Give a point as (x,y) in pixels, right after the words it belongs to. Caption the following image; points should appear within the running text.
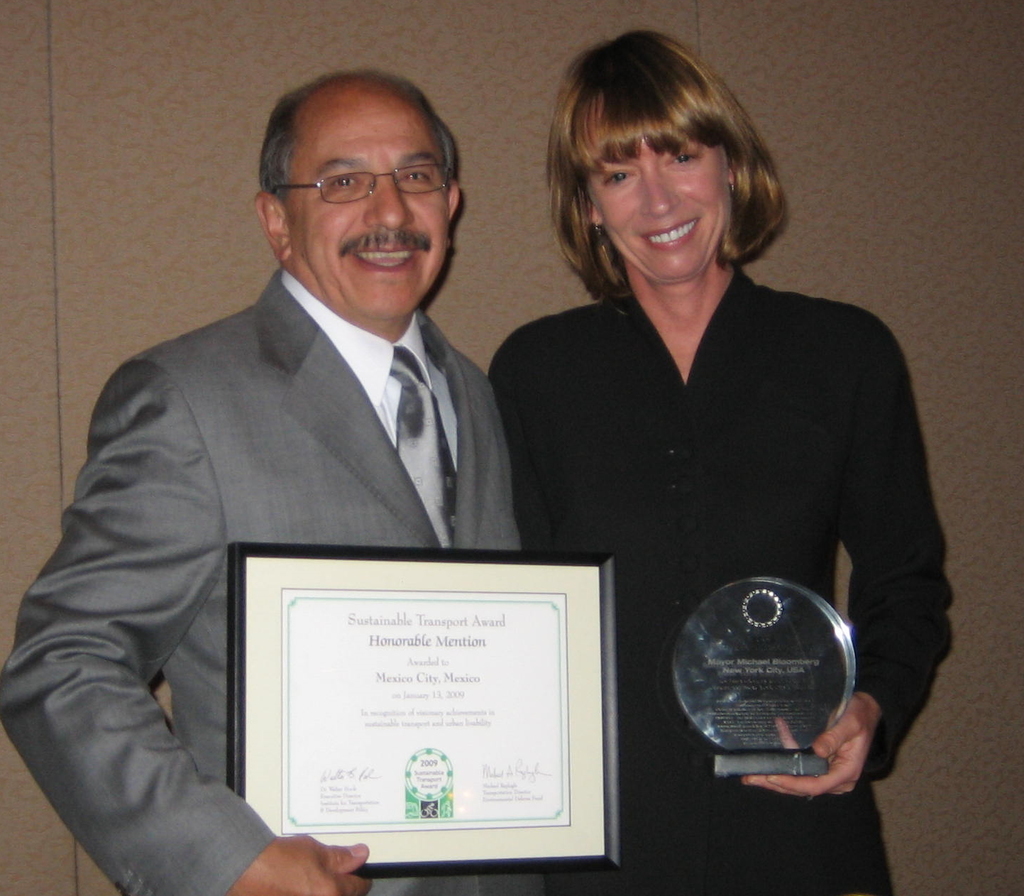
In this picture there is a man (316,364) who is holding a certificate (368,684), beside him there is a woman (688,508) who is wearing black dress (854,557) and holding a prize (831,700). Both of them are smiling and standing near to the wall (895,153).
